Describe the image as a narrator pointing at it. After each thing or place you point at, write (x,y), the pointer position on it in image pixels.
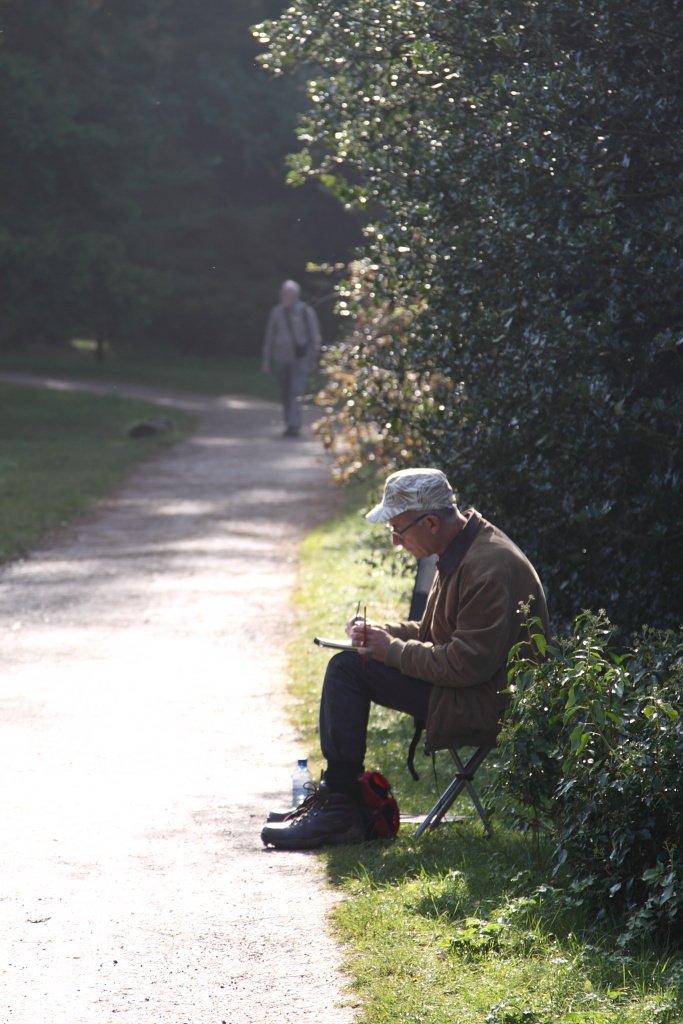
In this image there is a path (160,651). There is a man (273,352) walking on the path (265,438). On the either sides of the path (281,573) there's grass (149,450) on the ground (112,454). In the foreground (414,716) there is a man (428,721) sitting on a chair (456,782). He is holding a book (352,642) in his hand (379,648). Beside him there is a bag (376,786) and a bottle (295,777) on the ground (376,849). In the background (370,110) there are trees (306,175).
